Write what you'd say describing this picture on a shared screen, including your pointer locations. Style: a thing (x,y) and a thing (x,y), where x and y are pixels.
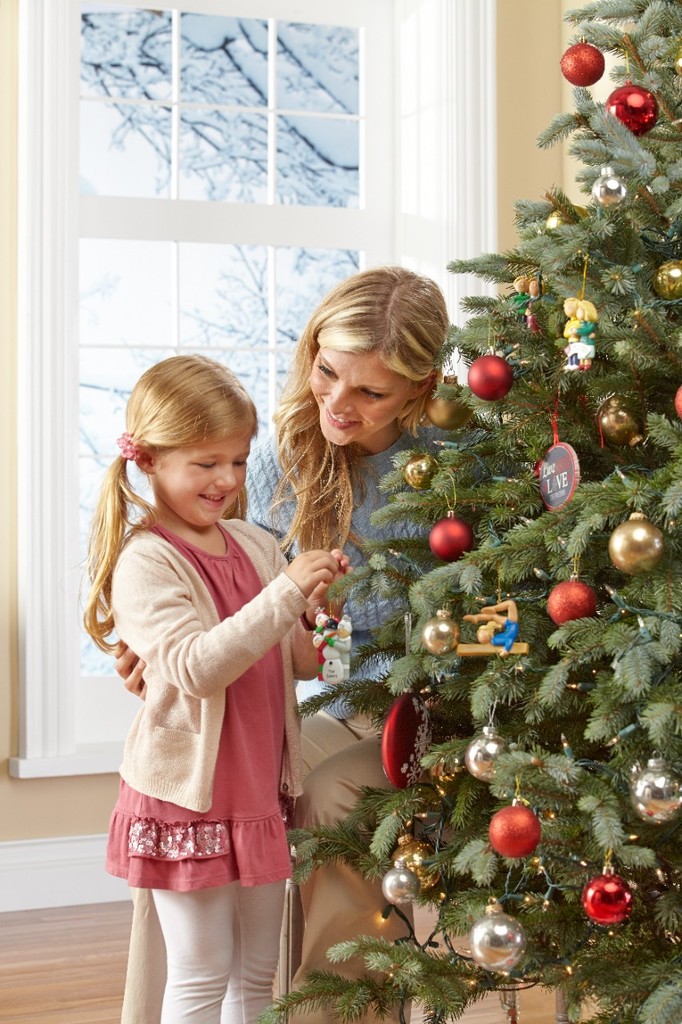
The picture is taken in a house (127,908). In the foreground of the picture (452,737) there is a decorated christmas tree (554,668), a woman (361,460) and a kid (191,702). In the background (432,202) there is a window (235,198) and wall (561,148), outside the window (209,195) there are trees (211,90).
